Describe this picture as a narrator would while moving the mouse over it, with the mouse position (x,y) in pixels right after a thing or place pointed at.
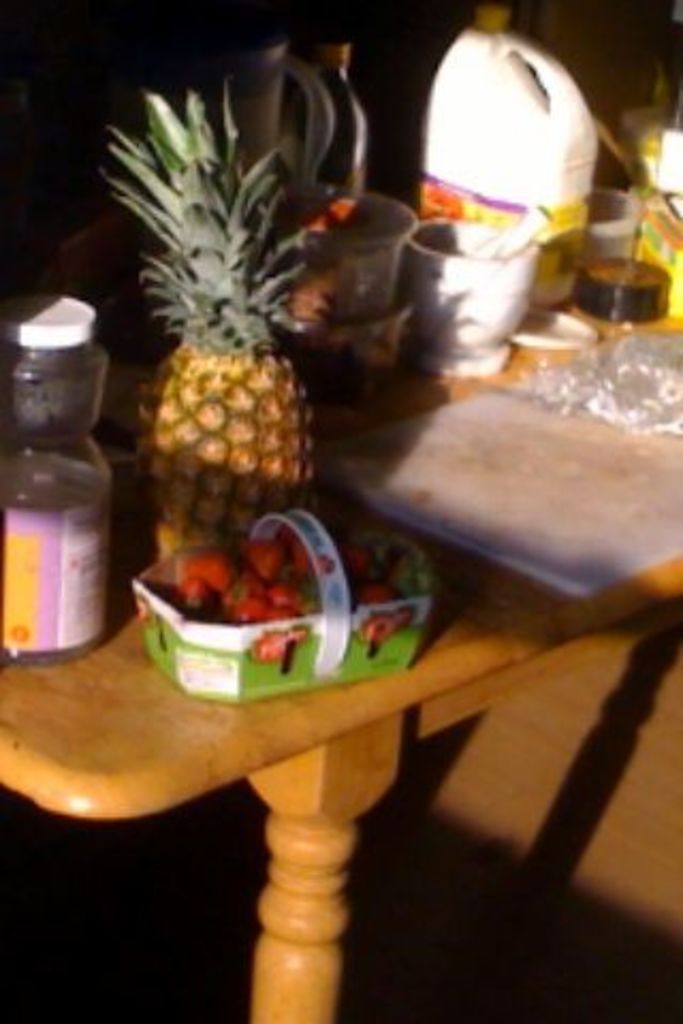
In the foreground of this image (308,911), on the table (325,861), there is a jar (75,593), pineapple (188,425), strawberries (274,597) in a basket (262,670), bottle (348,165), can (516,145) and few objects (498,523) on it.
